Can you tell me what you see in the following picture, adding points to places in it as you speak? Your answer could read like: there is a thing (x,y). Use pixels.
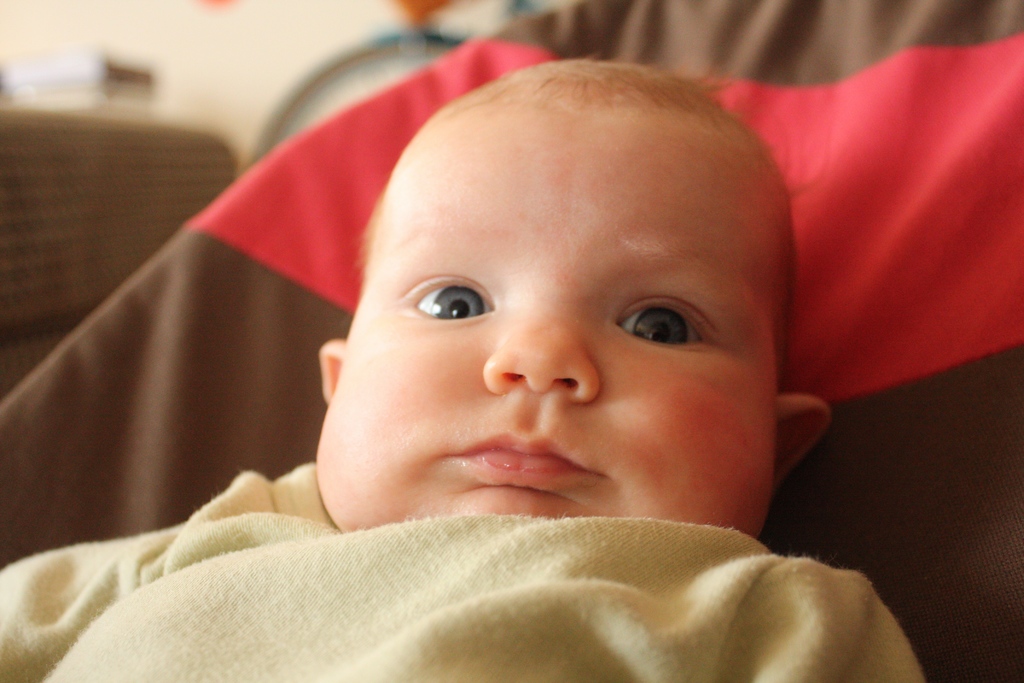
In this picture we can see a baby (301,559) lying on a cloth (279,198) and in the background (13,183) we can see some objects (158,174) and it is blurry.
